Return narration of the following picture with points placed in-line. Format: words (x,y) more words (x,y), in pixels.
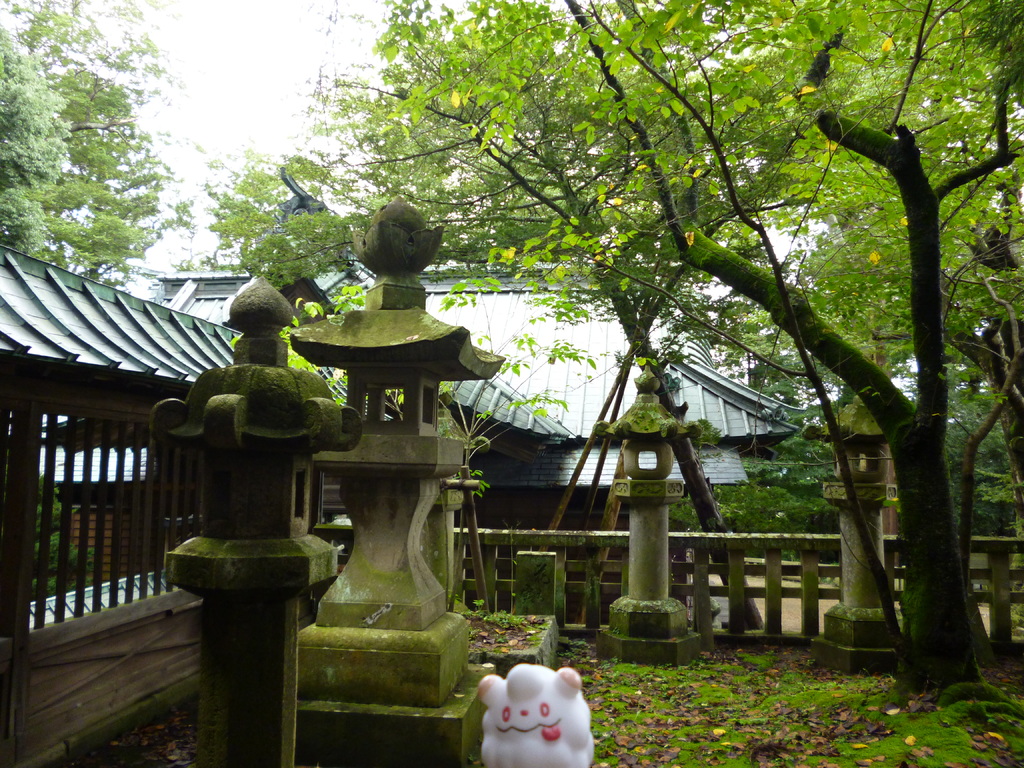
In this image we can see house (504,517), railing (514,540), grill (48,471), sky (268,52), trees (369,104), toy (521,721), memorial stone (538,572) and designed pillars (833,493).
